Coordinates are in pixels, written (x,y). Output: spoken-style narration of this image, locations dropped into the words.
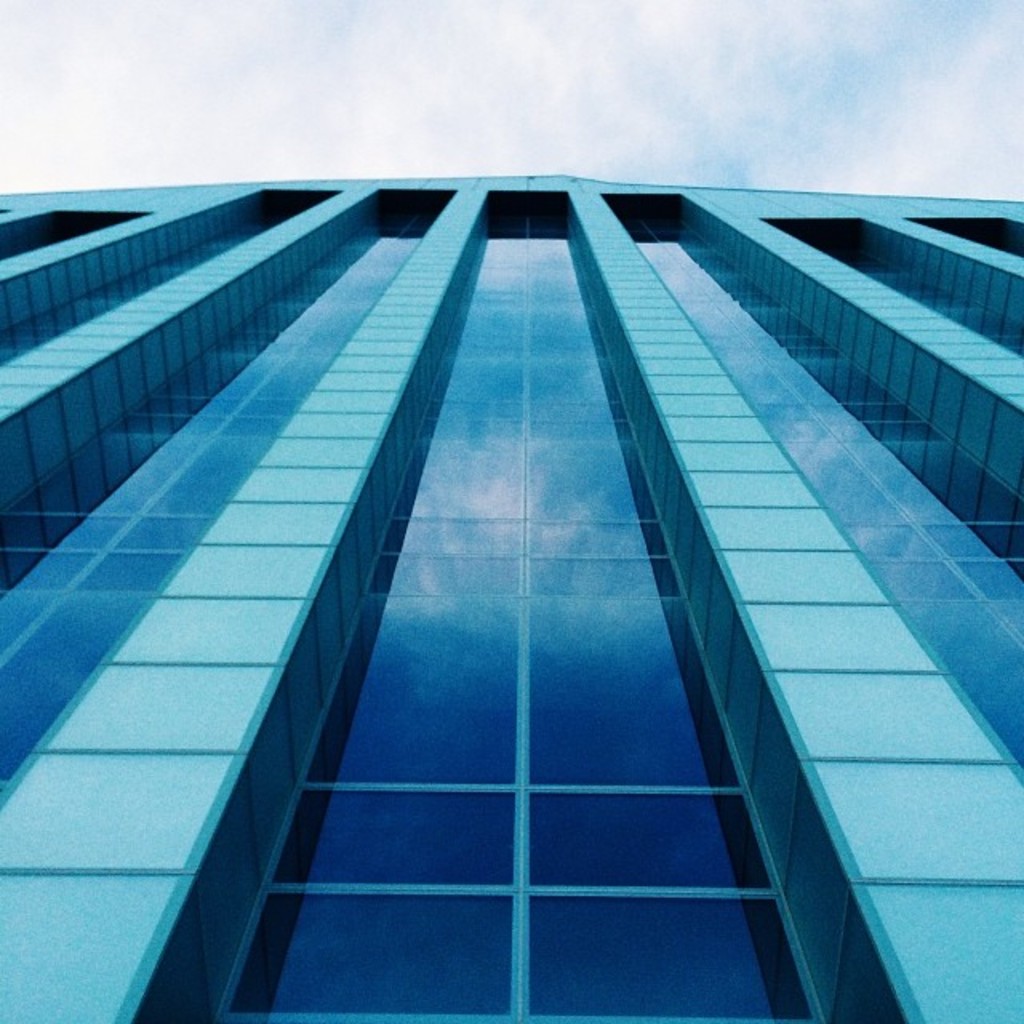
In this image we can see a building (398,490). In the background (483,105), we can see the cloudy sky (600,105).
